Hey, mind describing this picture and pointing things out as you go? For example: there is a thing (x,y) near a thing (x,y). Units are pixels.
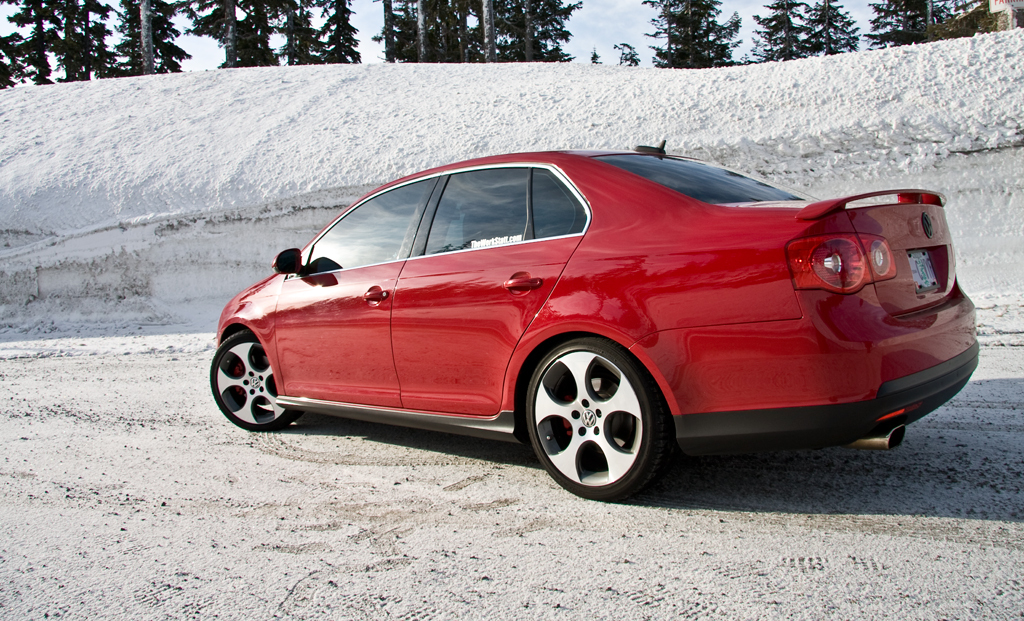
In this image, we can see a red car (701,324) on the road (826,516). Background (247,112) we can see snow (261,119), trees (83,56) and sky (609,53).
